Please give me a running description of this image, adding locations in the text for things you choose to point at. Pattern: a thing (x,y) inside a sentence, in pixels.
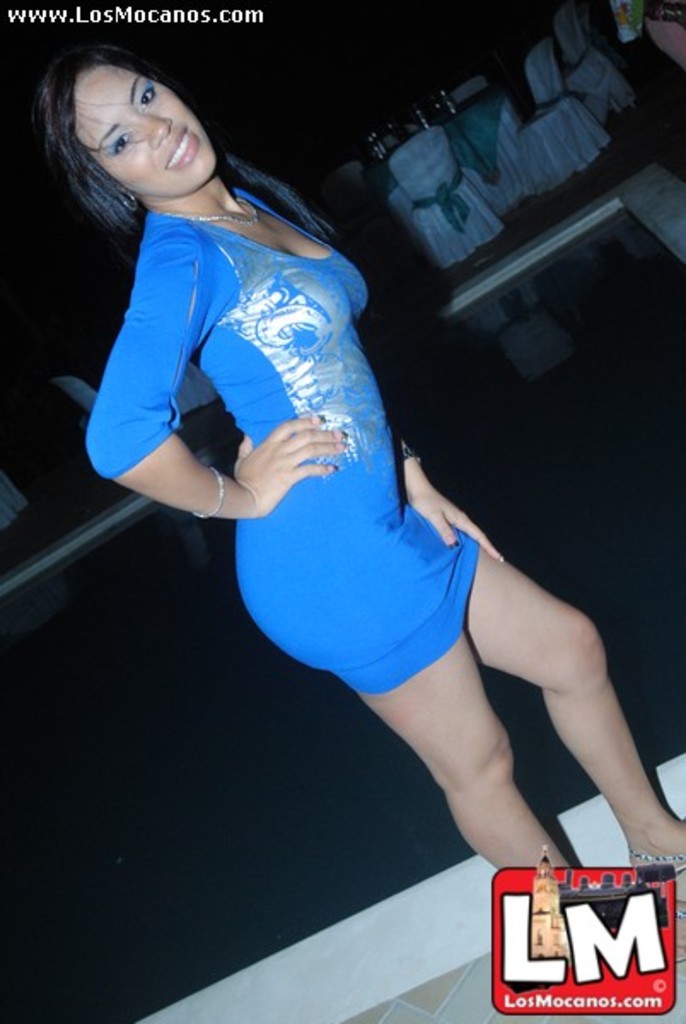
In this image there is a woman (385,662) standing. She is wearing a beautiful blue dress (351,541). She is smiling. Behind her there are chairs (526,151) and tables (506,131). The background (467,114) is dark. In the top left (45,12) there is text (45,22) on the image. In the bottom right (552,968) there is a logo (603,962) on the image.
